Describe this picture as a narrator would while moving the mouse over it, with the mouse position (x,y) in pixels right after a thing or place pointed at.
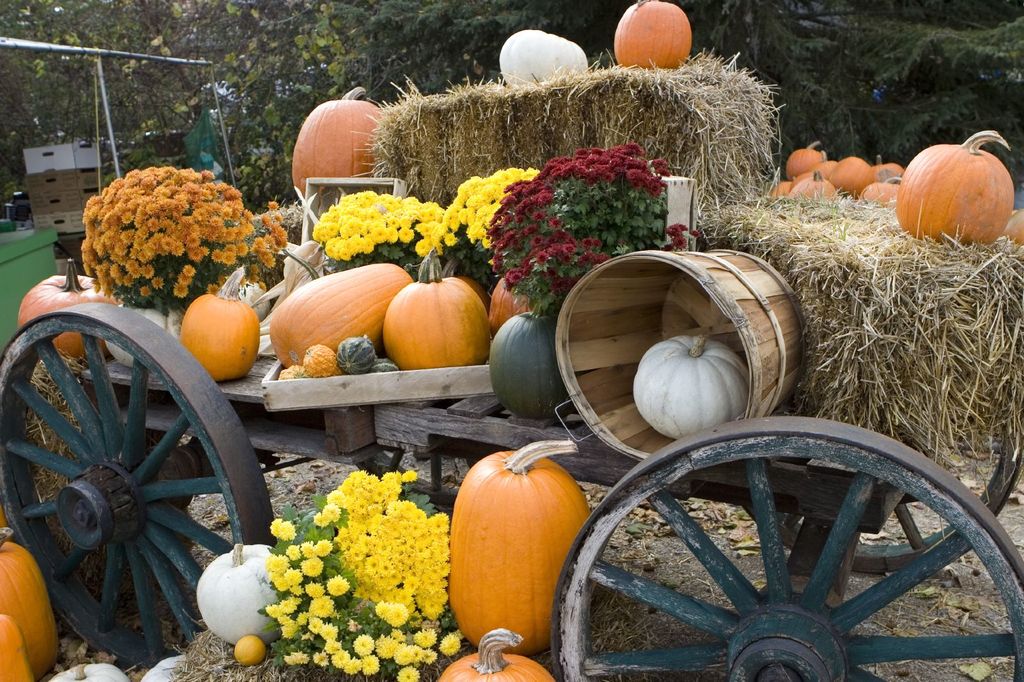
As we can see in the image there are different colors of flowers (343,588), cart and dry grass (717,159). In the background (615,23) there are trees (364,12). On the left side (24,280) there is grass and a table (38,252).
